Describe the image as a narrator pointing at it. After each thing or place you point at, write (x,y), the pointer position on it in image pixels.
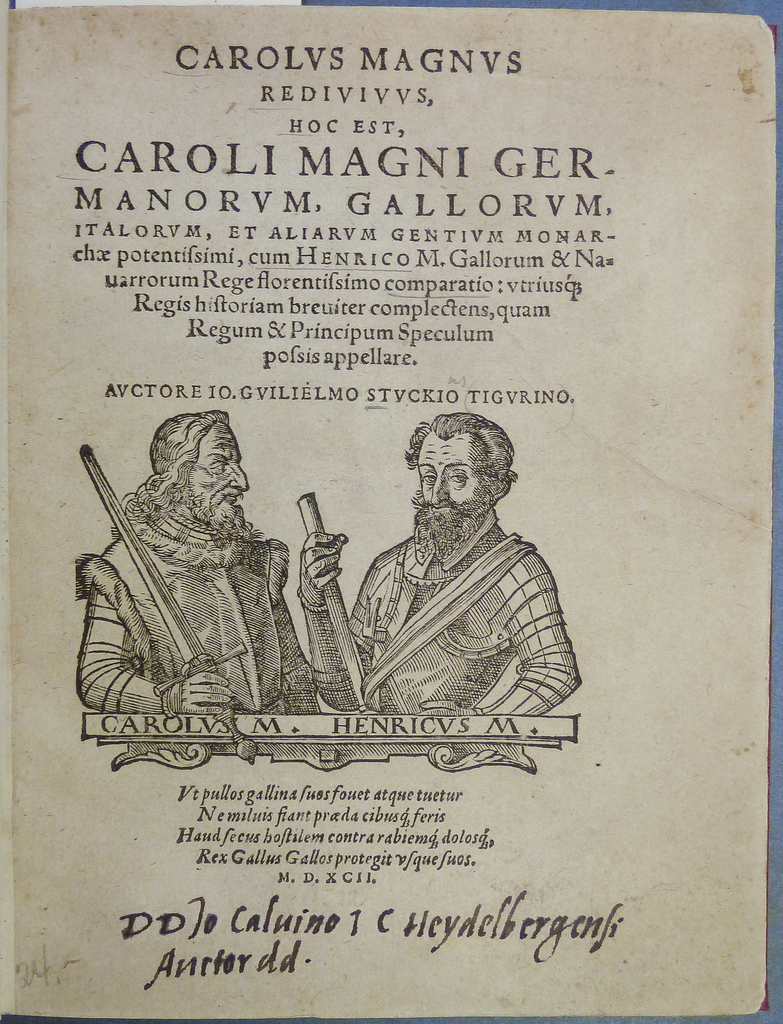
In this image we can see first page (289,697) of a book (474,619).
